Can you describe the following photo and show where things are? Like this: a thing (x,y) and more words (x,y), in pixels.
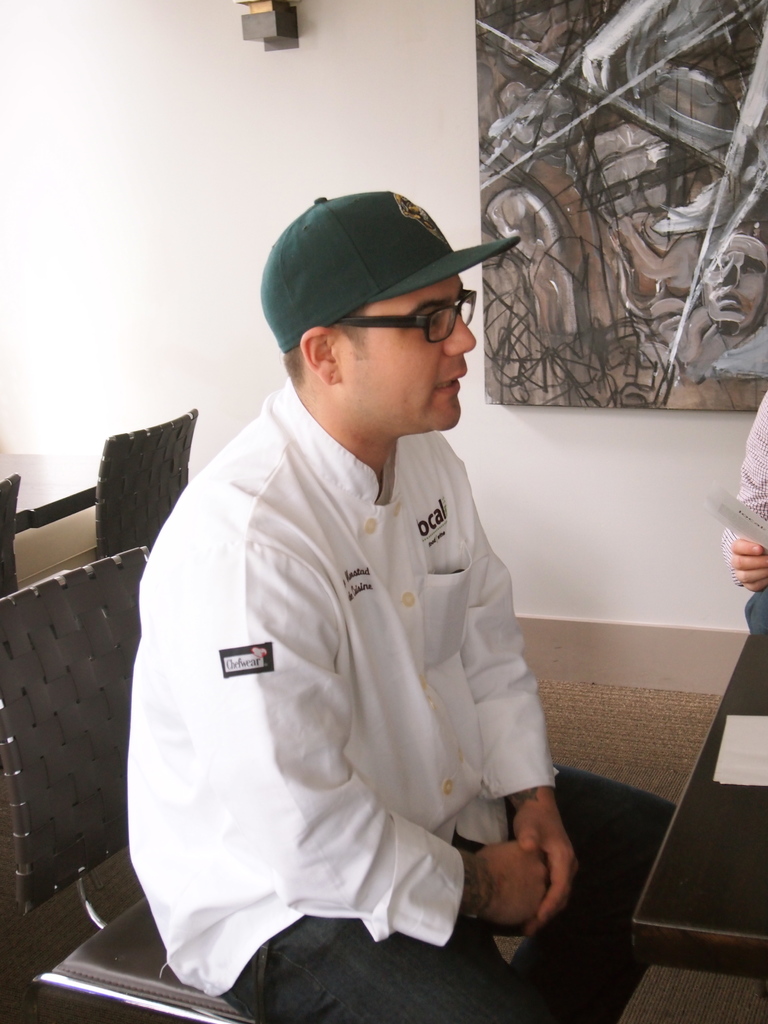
In the center of the picture (379,440) there is a person (316,780) sitting on the chair (94,686). On the left (137,467) there are chairs (137,475) and table (42,473). On the right (747,906) there is a person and table (752,892). In the background (561,109) there is a frame (520,121) attached to the wall (209,151).
